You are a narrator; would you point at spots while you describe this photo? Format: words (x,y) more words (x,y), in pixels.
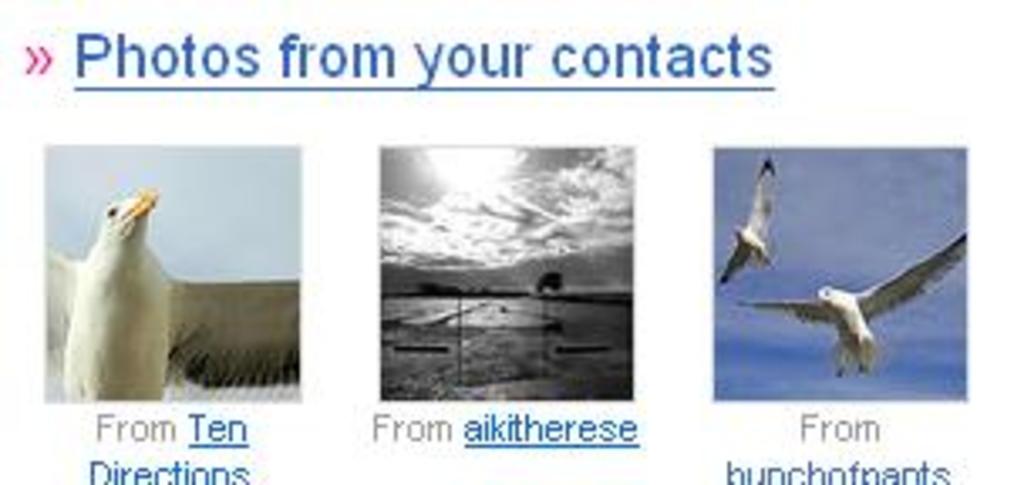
In this image there are few pictures (386,235) and some text (882,475). Left side (202,360) there is a picture (142,270) of a bird (178,307) which is flying in air (243,208). Right side (718,317) picture (943,218) is having two birds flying in air (938,361). Middle of image (408,309) there is a black and white picture (583,252). Bottom of image (162,433) there is some text (239,475). Top of the image (458,87) there is text (550,90) which is underlined. Background (443,106) is in white color.
